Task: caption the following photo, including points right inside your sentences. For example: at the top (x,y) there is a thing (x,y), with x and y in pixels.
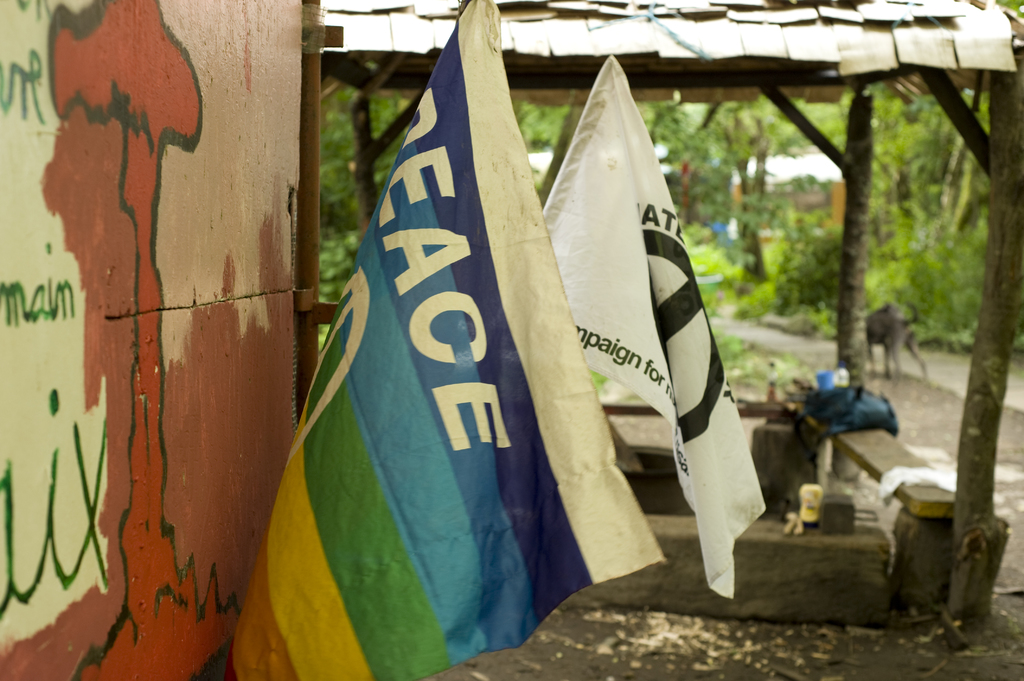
In this image we can see the flags (399,373) attached to the board (278,316). And we can see the shed (959,14) and wooden benches (878,470), on the bench (887,450) we can see the cup (828,382), bottle (810,500), cloth (919,474) and few objects (834,518) on it. We can see the animal (906,338) standing on the ground (901,396) and there are trees (723,180).
